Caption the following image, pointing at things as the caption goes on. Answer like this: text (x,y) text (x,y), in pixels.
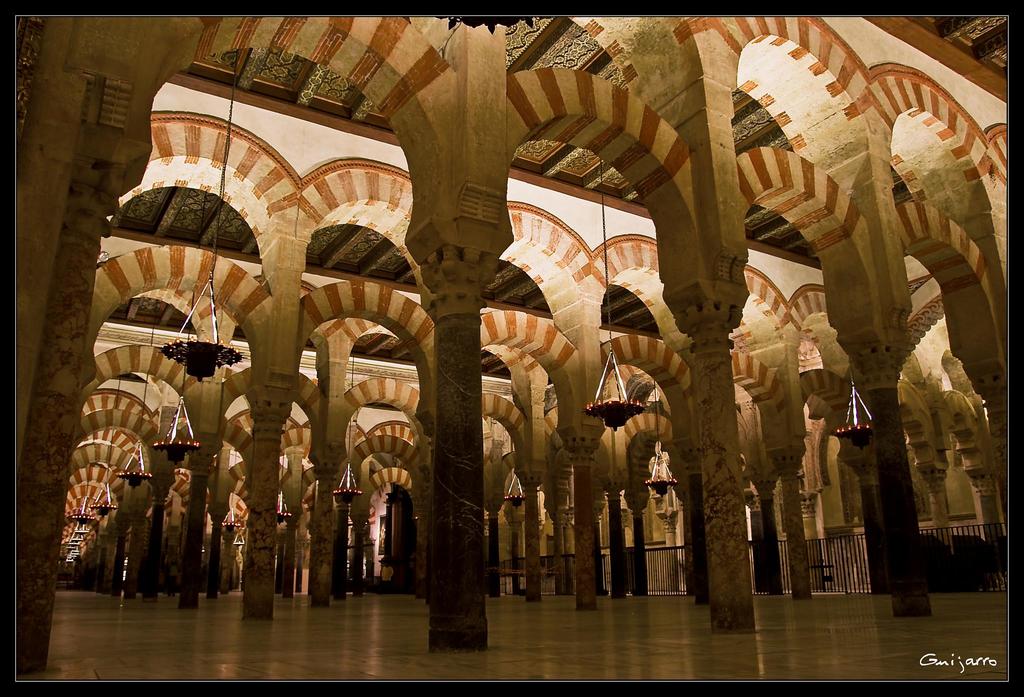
There is a floor (422,624) at the bottom of this image (652,634) and there are some pillars (421,518) as we can see in the middle of this image (447,462).
